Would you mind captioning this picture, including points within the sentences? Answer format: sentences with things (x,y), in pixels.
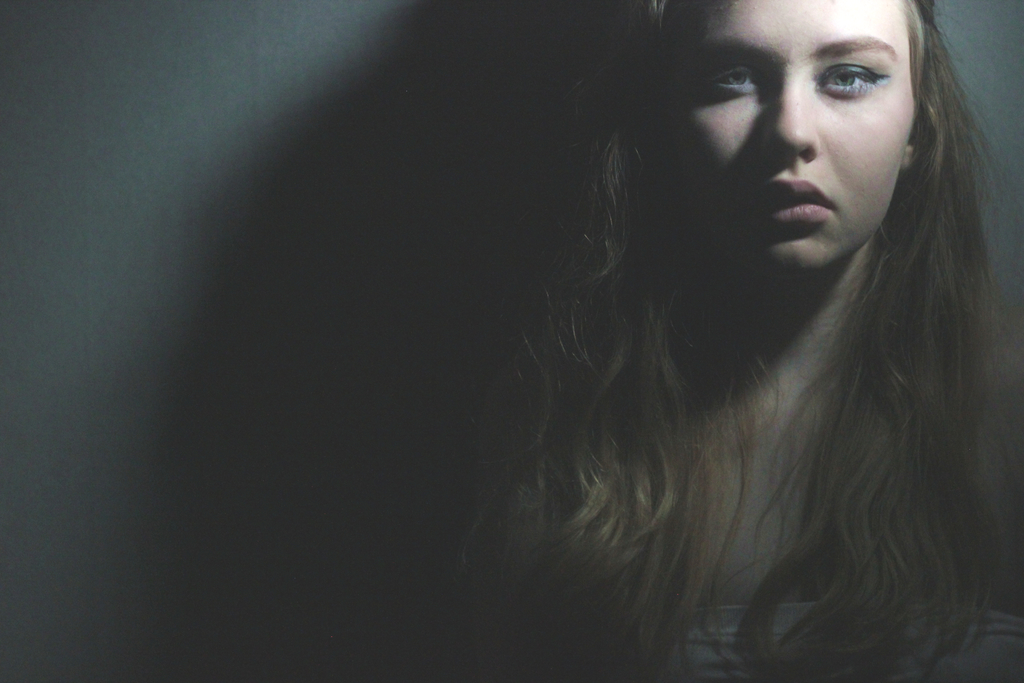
This image is taken in the dark where we can see a woman (587,295) is standing near the wall (451,464).
